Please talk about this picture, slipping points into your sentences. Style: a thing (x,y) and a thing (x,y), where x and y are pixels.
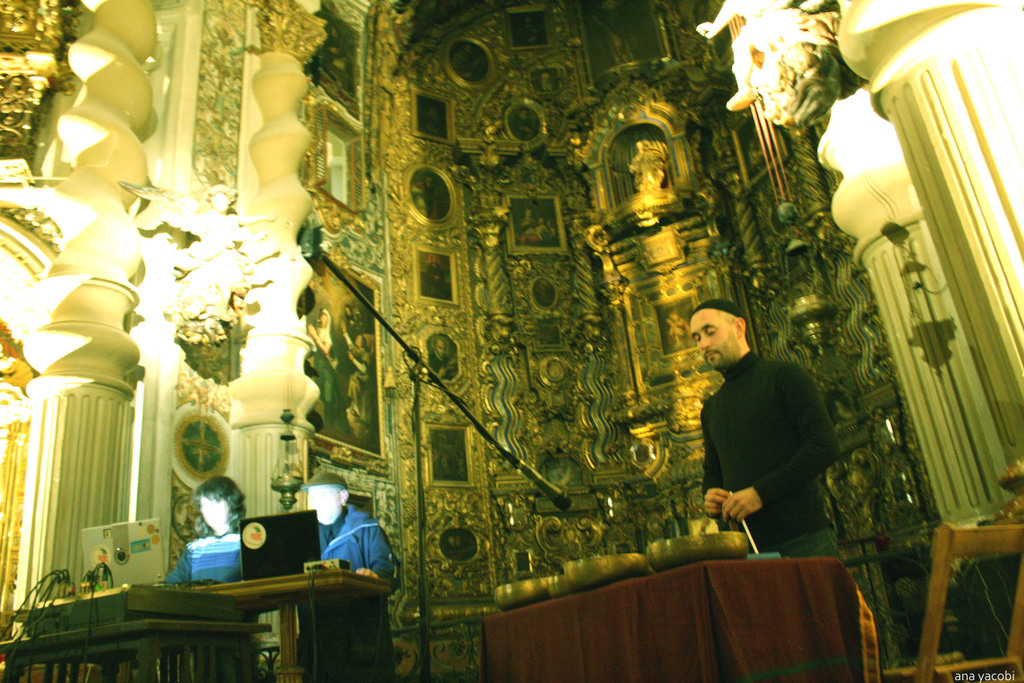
The picture might be taken in a church (475,295). In the foreground of the picture (505,598) there are tables (755,621), laptops (244,559), bowls (671,555), cables (101,576), stand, mic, some electronic gadgets (145,604) and other objects (842,673). In the center of the picture (502,342) there are pillars (289,367), wall (389,302), frames (359,341), sculptures (660,198).
